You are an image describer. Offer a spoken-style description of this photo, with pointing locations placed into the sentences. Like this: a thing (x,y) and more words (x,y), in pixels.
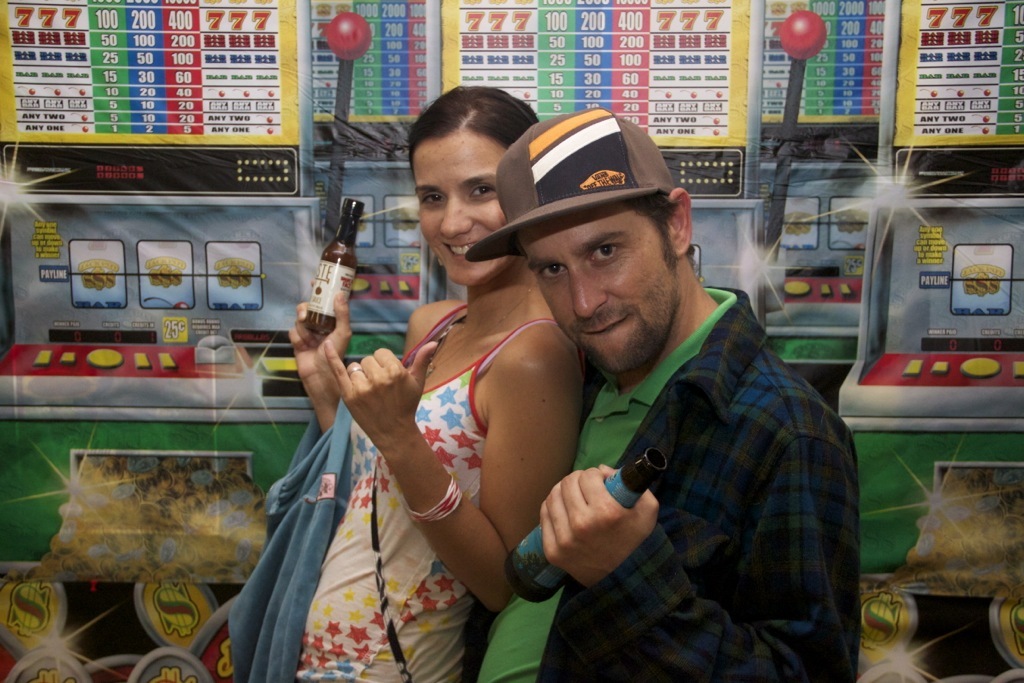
In this image we can see a man (593,342) and a woman (487,326) holding bottles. On the backside (203,275) we can see a some pictures (141,264) on the wall (149,205).
